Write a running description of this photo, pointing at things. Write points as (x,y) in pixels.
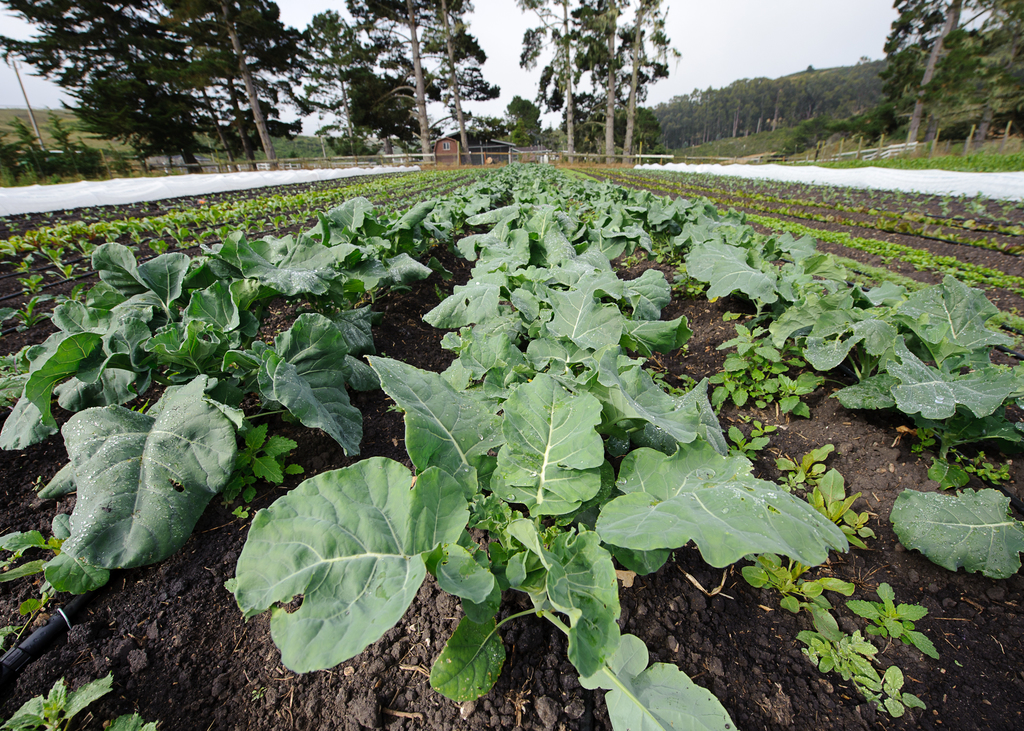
In this picture, we see the green plants (496,274) in the field (253,516). At the bottom (236,673), we see the black soil (263,647). On either side of the picture, we see the white color cloth (867,185). Beside that, we see the wooden fence (289,167). There are trees (747,100) in the background (157,121). At the top (655,96), we see the sky (727,43).
